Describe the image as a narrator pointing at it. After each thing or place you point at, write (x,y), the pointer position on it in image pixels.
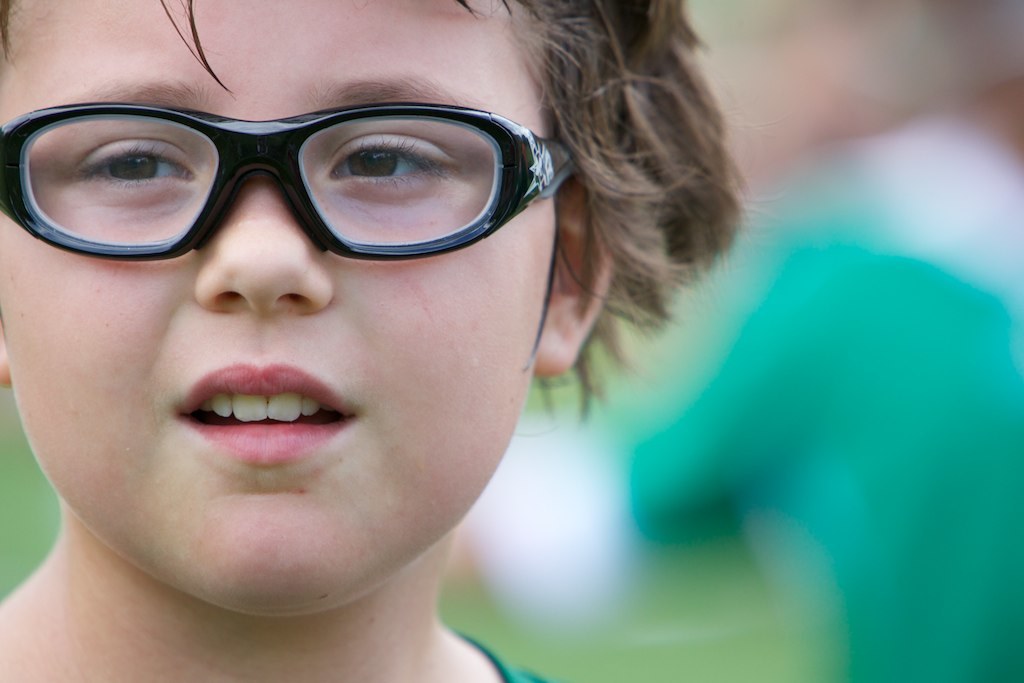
In this image I can see the person (185,401) with the specs (384,206). I can see there is a blurred background (990,178).
